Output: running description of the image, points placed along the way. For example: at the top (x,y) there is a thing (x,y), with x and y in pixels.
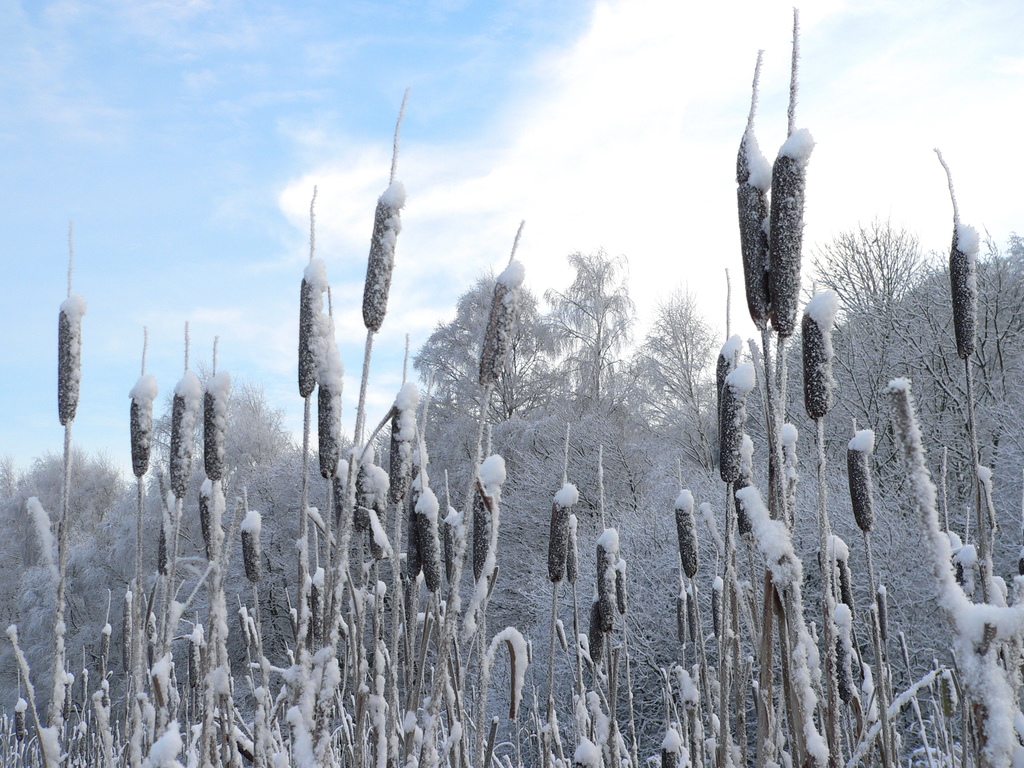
In this picture there are few trees (595,514) covered with snow (574,523).
